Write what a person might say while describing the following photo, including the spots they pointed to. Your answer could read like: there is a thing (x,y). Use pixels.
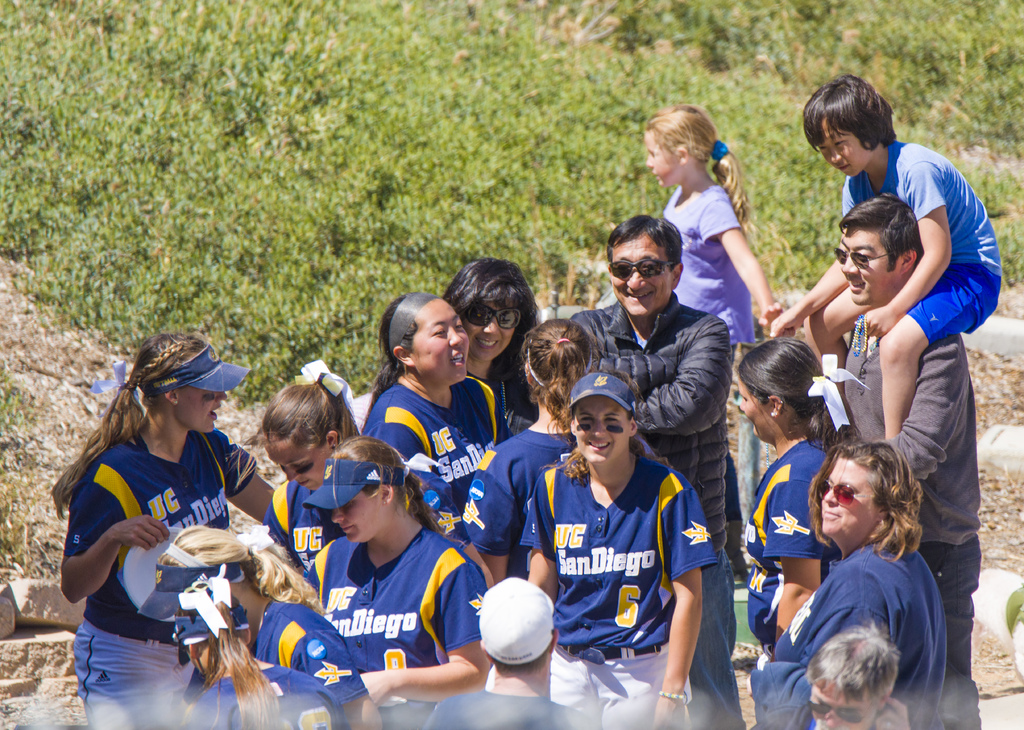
In the center of the image (608,366) we can see people (273,627) smiling. In the background (372,167) there is grass (678,84).
